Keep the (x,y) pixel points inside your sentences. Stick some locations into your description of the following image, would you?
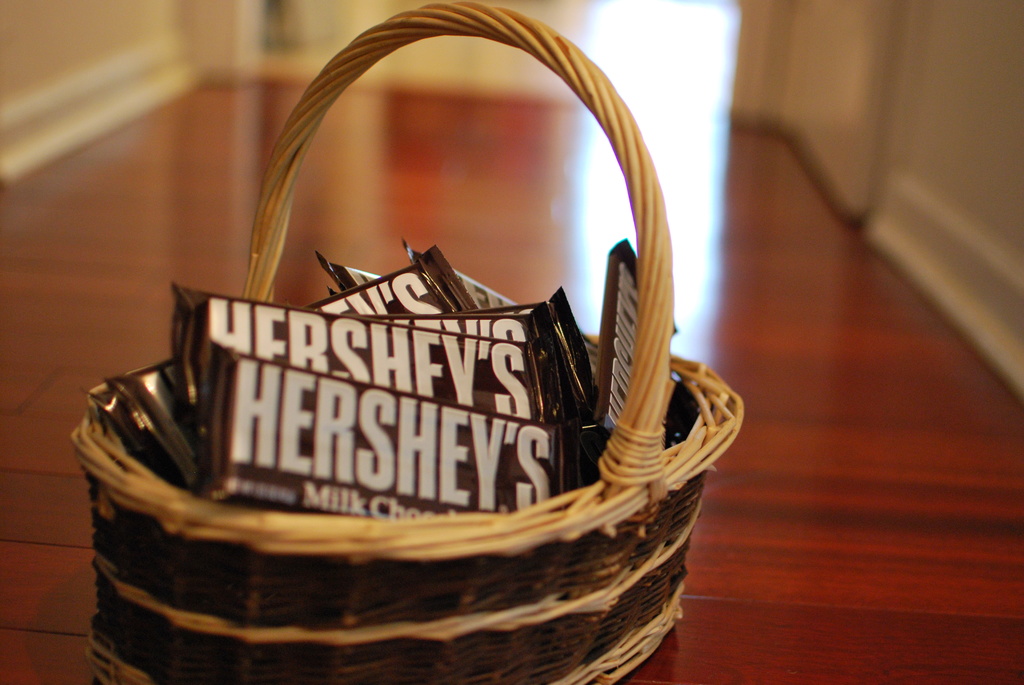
In the foreground of the picture (111,552) there is a basket (356,542), in the basket (732,428) there are chocolates (372,350). The background (561,8) is blurred. This is a wooden floor (168,182). In the background (663,45) there is a wall (745,41) and a door (684,23).
